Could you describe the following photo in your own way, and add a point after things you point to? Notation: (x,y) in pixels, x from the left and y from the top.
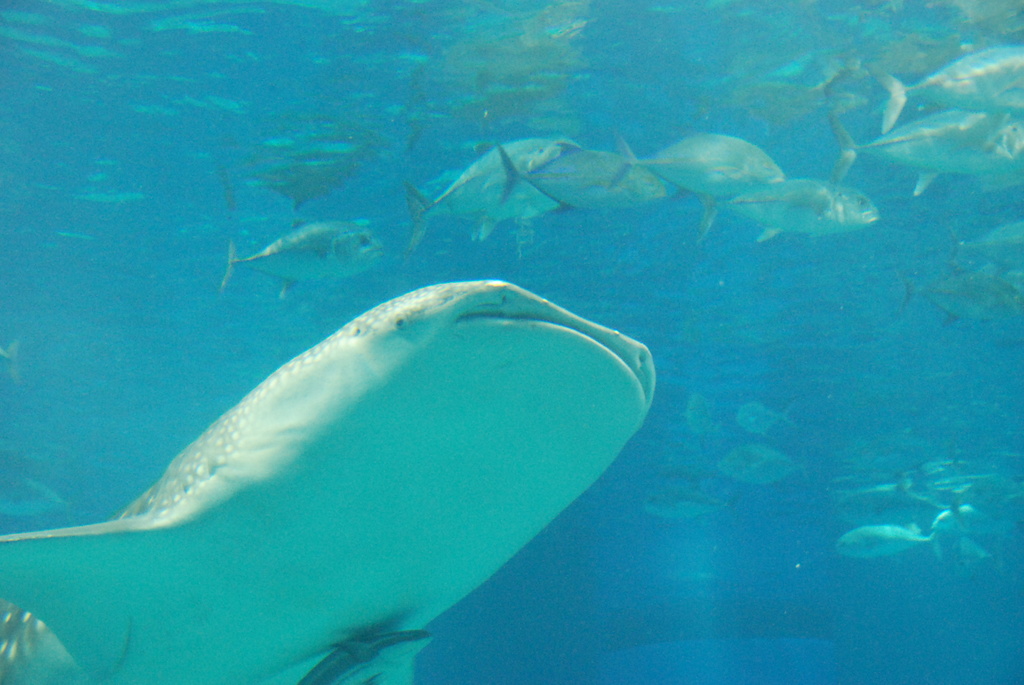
In this image we can see the fishes (914,131) in the water (334,304).
